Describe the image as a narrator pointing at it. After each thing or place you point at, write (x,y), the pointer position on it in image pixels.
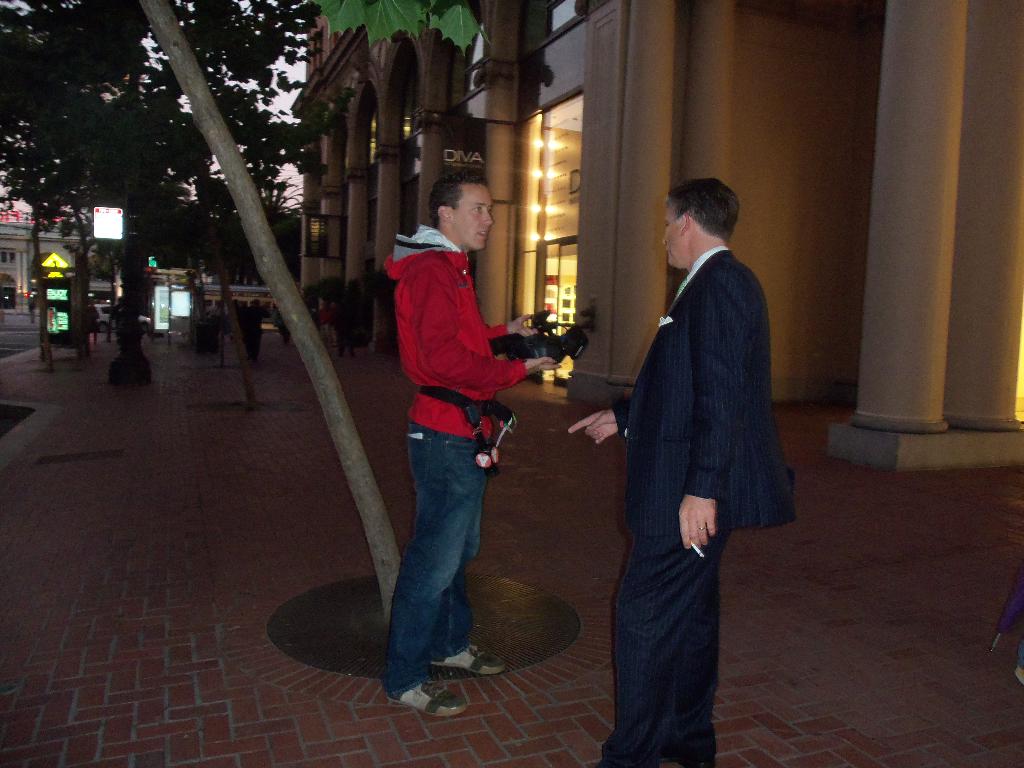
In this image we can see two persons (698,436). One is holding a black color object (543,357) and the other is holding a cigarette (700,552) and standing on the path (90,631). In the background (163,294) we can see buildings (433,154) and also trees (81,255) and sign boards (57,296) and also informational boards (176,305). We can also see the lights (541,175) and this image is taken during night time. Sky (300,175) is also visible.
